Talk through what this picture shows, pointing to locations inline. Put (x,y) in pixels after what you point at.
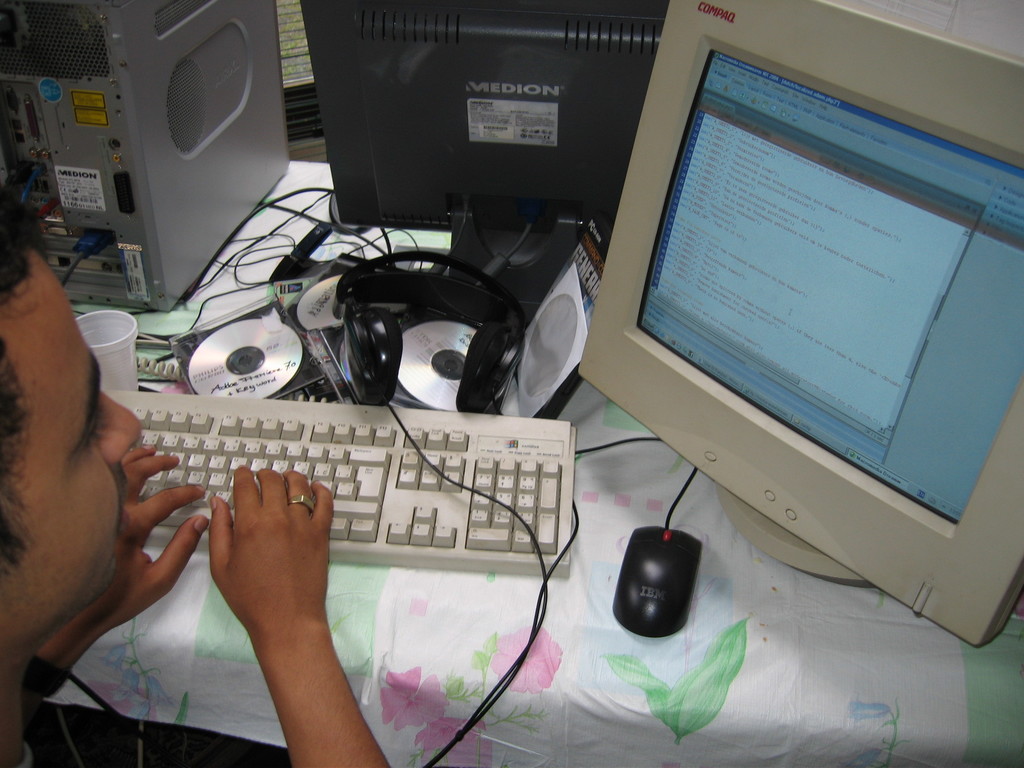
In this picture, we see a man (67,450). I think he is typing. In front of him, we see a table (569,681) which is covered with a white color sheet (495,630). We see a monitor (599,208), headset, keyboard (477,526), mouse (650,566), glass (132,350), CDs (439,326) and cables (529,640) are placed on the table (519,614).
